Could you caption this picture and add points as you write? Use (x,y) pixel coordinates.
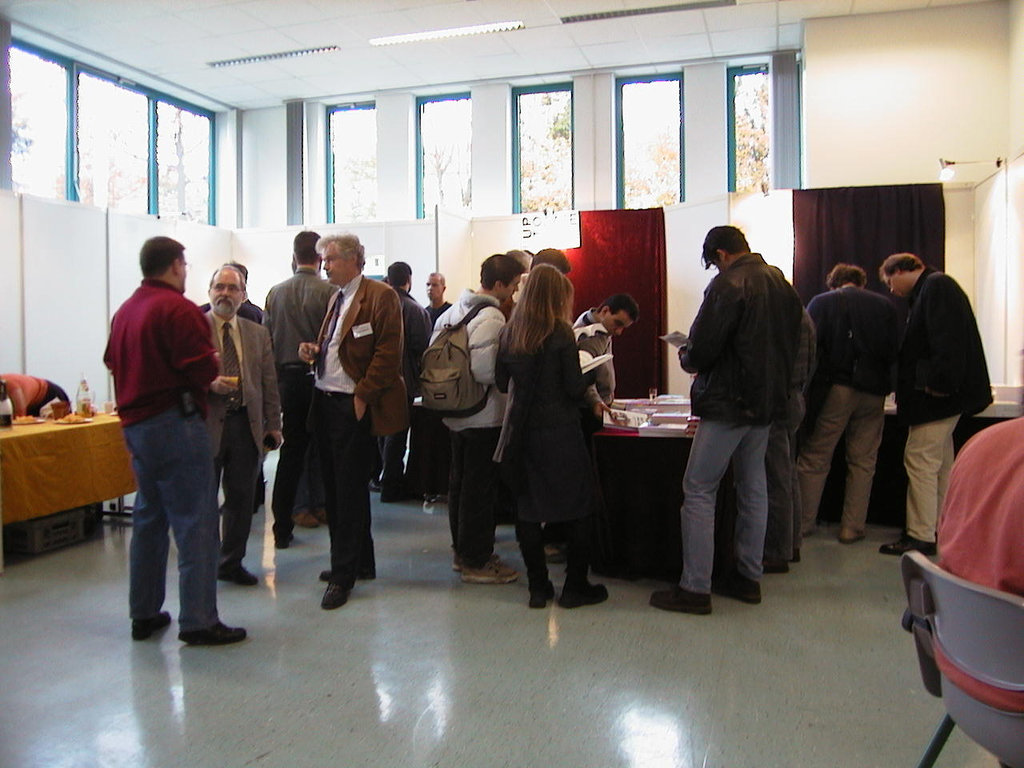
In this picture we can see group of people (597,355), in the middle of the image (647,406) we can see few books (649,408) and other things (644,434) on the table (637,502), on the right side of the image (978,545) we can see a person (943,550) is sitting on the chair (965,628), in the background (438,172) we can find curtains (656,386), lights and few trees (743,146).
